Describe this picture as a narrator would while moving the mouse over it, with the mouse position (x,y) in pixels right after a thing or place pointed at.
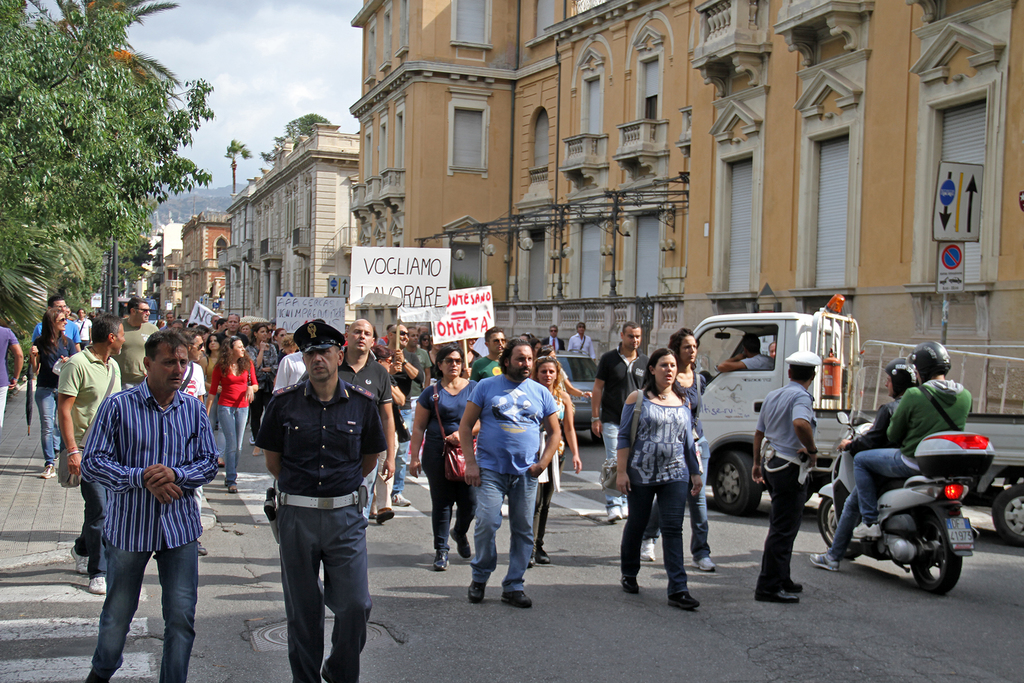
There are group of people (274,364) holding placards (412,277) and walking. These are the vehicles (704,364) on the road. this is the sign board (961,241) attached to the building (1009,201). These are trees (101,161).
